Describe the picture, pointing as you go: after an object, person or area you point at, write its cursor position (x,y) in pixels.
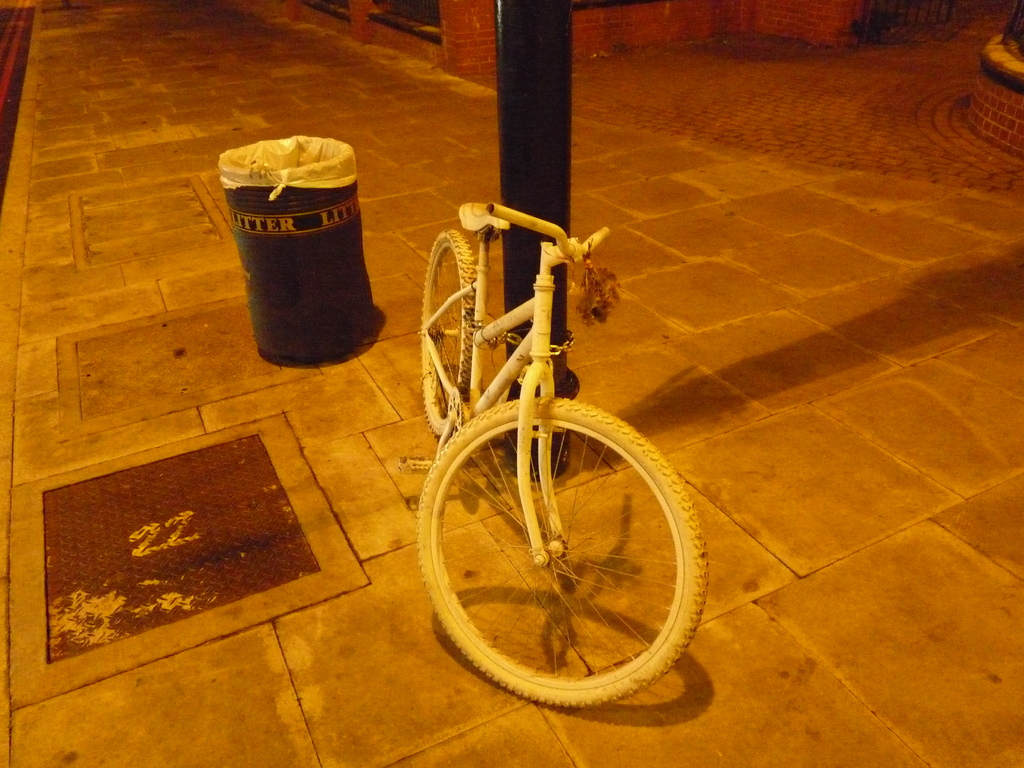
In this image we can see a bicycle (512,410) and a dustbin (275,197) on the footpath (389,263) at the pole (553,84) and there is a metal door (179,521) on the footpath (185,450) and we can see objects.
